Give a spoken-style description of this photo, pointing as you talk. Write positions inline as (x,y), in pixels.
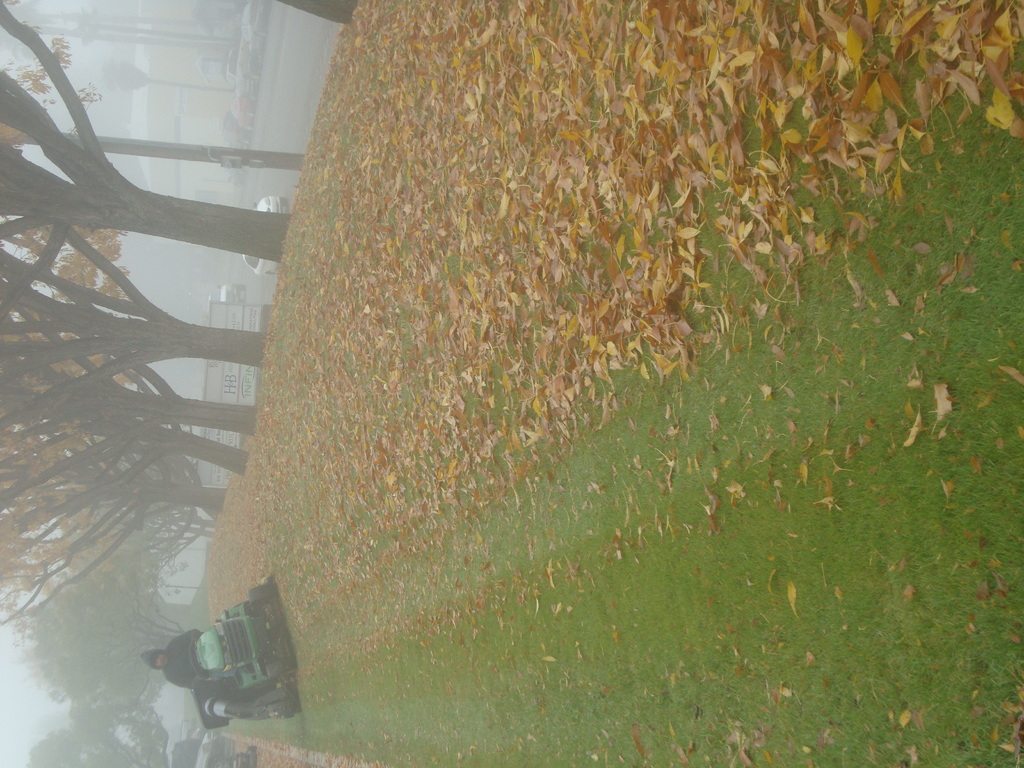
This image is in the left direction. At the bottom (223,667) there is a vehicle (218,670) and a person (182,680). On the right side (721,211), I can see the grass (810,392) and dry leaves (486,243) on the ground (498,277). On the left side (159,357) there are trees (119,403) and also I can see few vehicles (220,289) on the roads (264,100).
